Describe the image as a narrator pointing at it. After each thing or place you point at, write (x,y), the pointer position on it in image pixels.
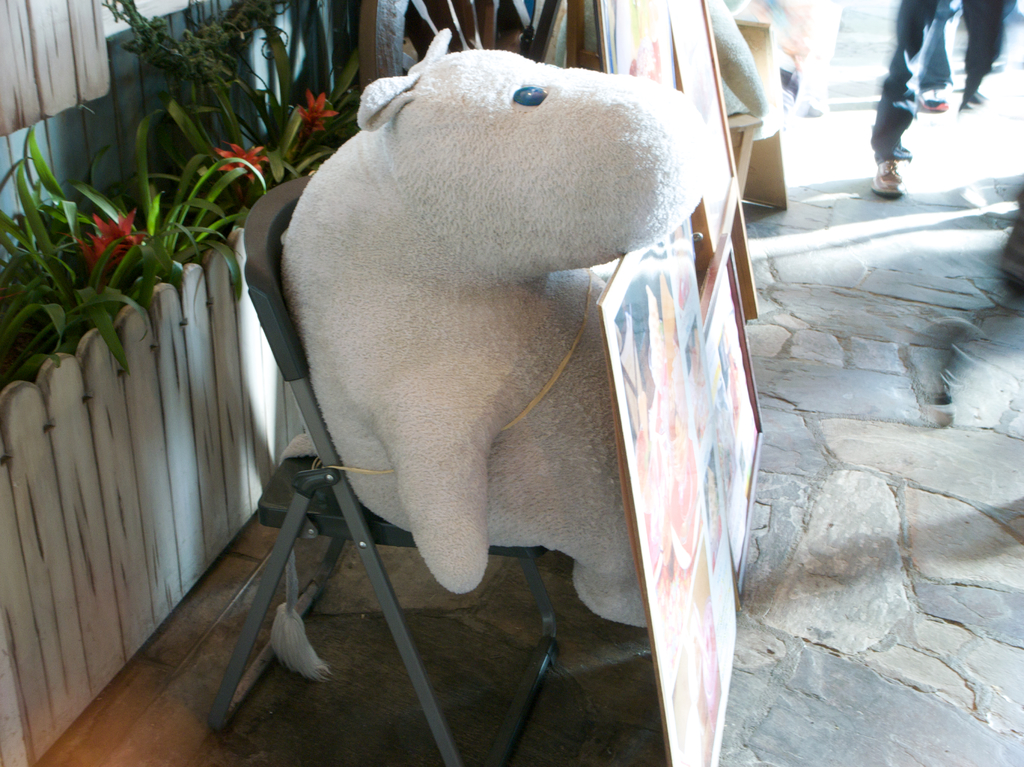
In this image, we can see a doll (474,185) on the chair (360,531). There is a fencing (106,463) in front of plants (52,255). There are person legs (926,77) in the top right of the image (982,53).
